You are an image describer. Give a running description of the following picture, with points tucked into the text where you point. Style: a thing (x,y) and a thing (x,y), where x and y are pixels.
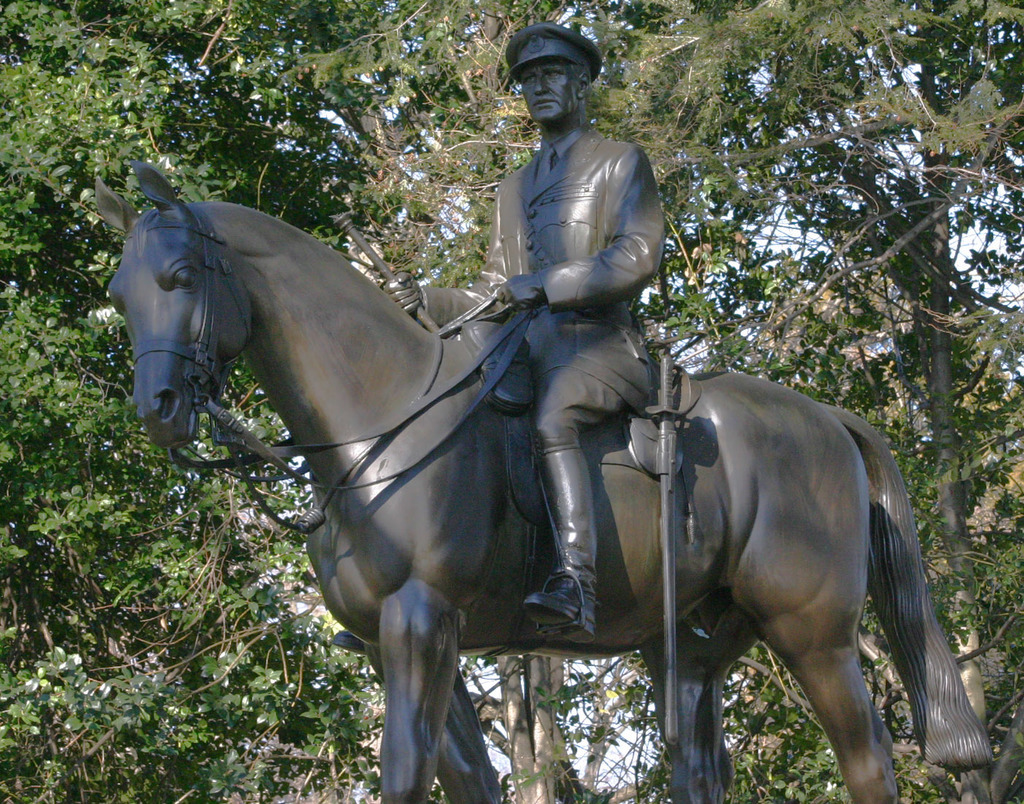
This picture is mainly highlighted with a statue (609,487). a man (558,347) sitting on horse (475,472). On the background (155,131) we can see trees (264,185).
